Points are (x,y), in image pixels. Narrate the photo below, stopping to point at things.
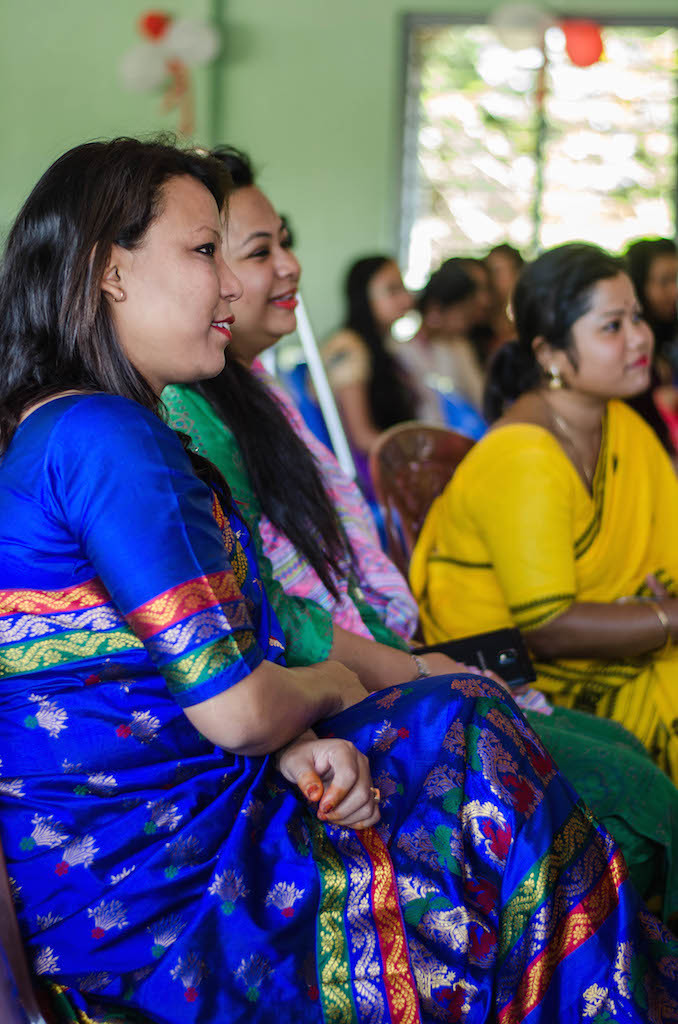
In this image I can see the group of people (264,619) sitting on the chairs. These people (221,813) are wearing the different color dresses (279,392). In the background (240,124) I can see the green color wall (259,101) and the window (438,142) but it is blurry.
